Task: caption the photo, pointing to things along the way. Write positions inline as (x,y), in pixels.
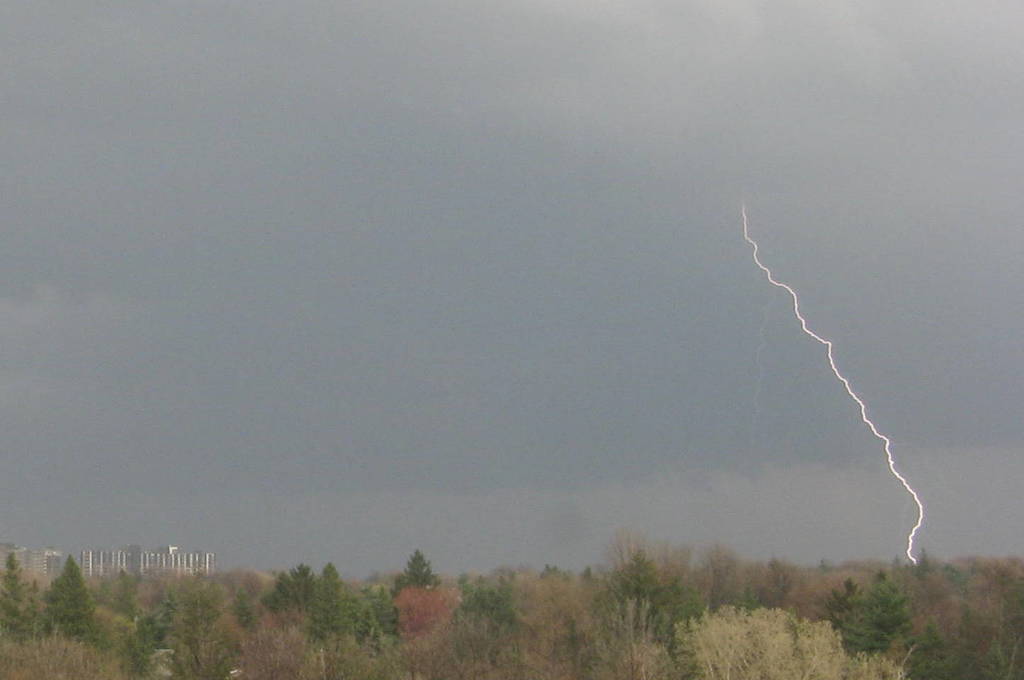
At the bottom (339,577) there are trees (519,601) and buildings (118,571). At the top (153,146) we can see sky (488,242), sky (356,293) is cloudy.
